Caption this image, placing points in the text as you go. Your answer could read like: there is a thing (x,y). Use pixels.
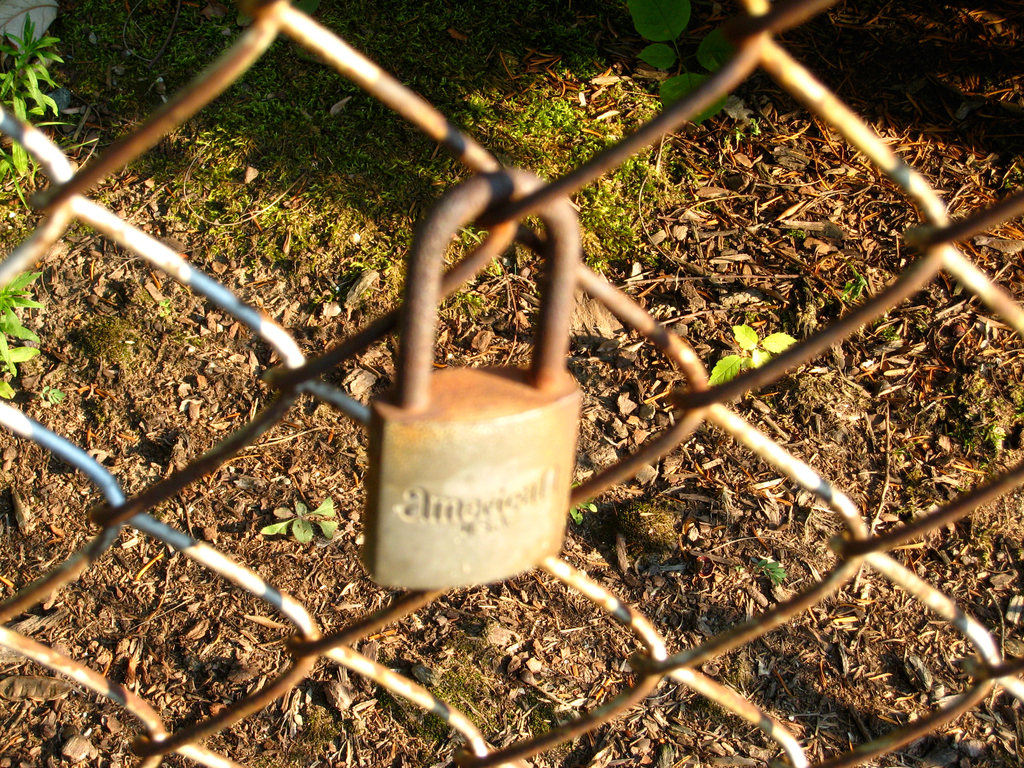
In this image in the front (478,413) there is a lock (476,463) on the grill (649,667). In the background (367,216) there is grass (624,166) and there are leaves (29,84).
